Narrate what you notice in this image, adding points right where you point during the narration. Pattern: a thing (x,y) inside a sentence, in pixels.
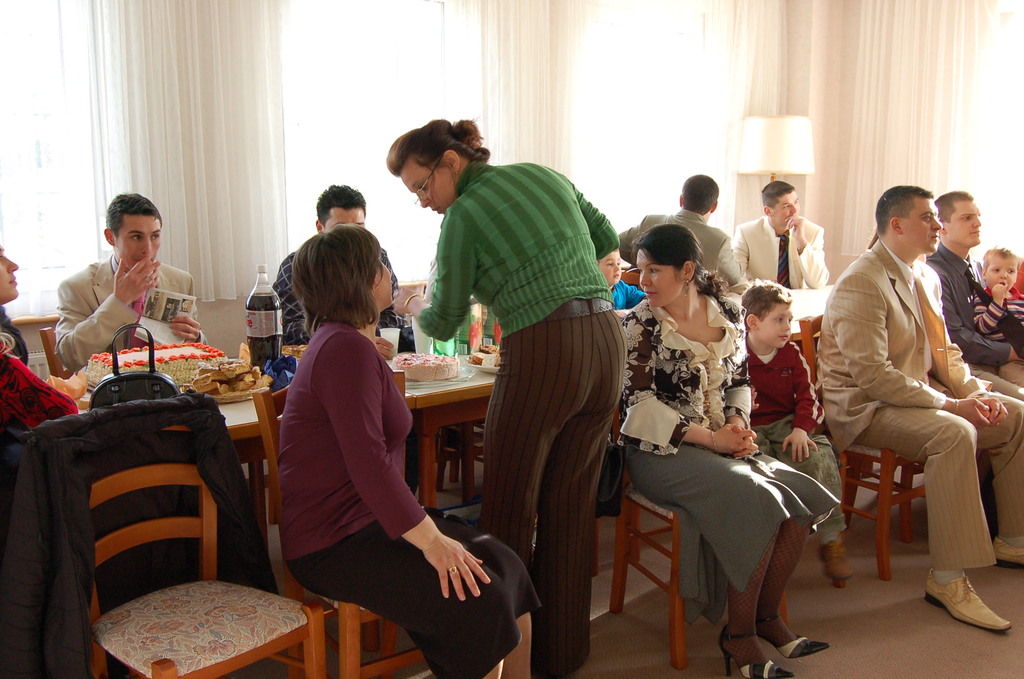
There are many persons (315,297) sitting in this room (770,304). There are many chairs (153,591) and table (478,382). On the table (453,391) there are cakes (191,346), bottle (268,353), food item (239,363), plate (250,389), glasses (416,346). In the background (251,118) there are curtains (533,95). In the corner there is a table lamp (781,145). And on the chair (176,535) there are jackets (76,460).
